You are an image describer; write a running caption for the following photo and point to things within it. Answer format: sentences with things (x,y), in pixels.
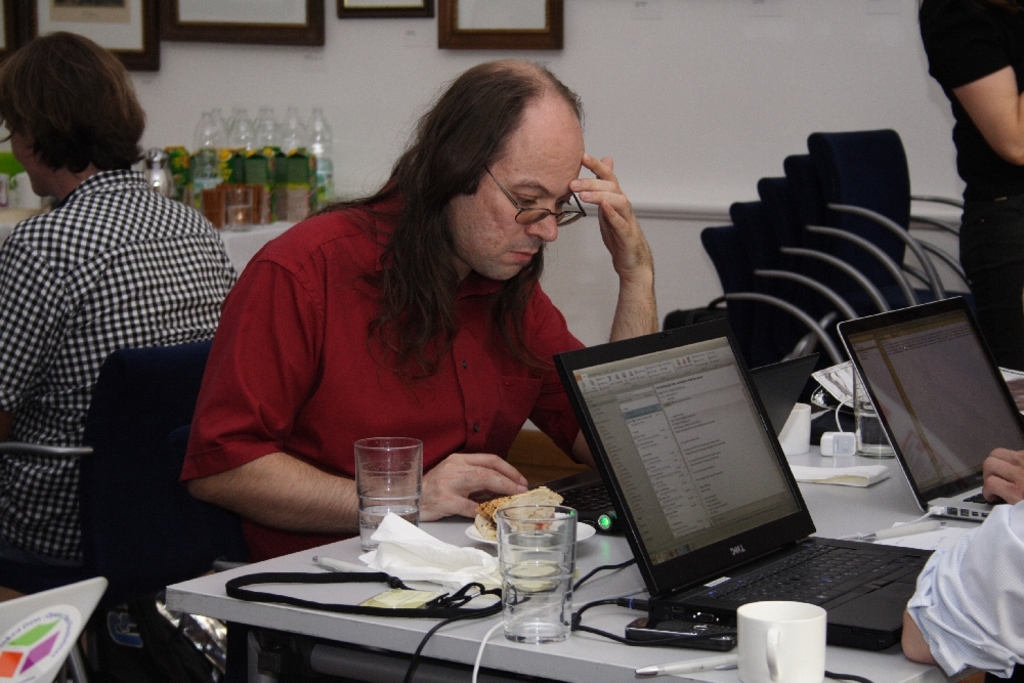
In this picture a guy (489,197) is sitting on a table (293,565) with food eatables (551,501) on top of it. We also observe few laptops (711,490), in the background (459,26) there are photo frames (466,20), glass bottles (318,144), empty chairs (754,239).
